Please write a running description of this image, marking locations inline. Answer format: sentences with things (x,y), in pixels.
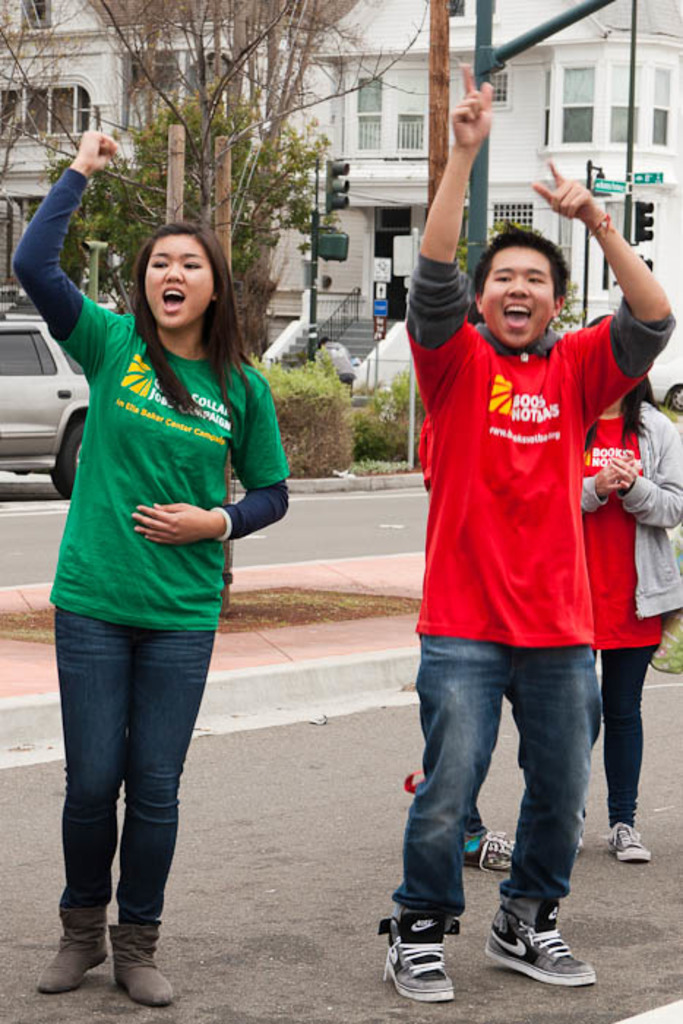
Here we can see a woman (249,514) and a man (423,615) are standing and shouting. In the background (661,798) we can see two persons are standing on the ground (521,986), vehicle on the road (408,541), tree (204,185), poles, traffic signal pole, steps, fence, building (330,308), windows (62,100) and other objects (398,261).
